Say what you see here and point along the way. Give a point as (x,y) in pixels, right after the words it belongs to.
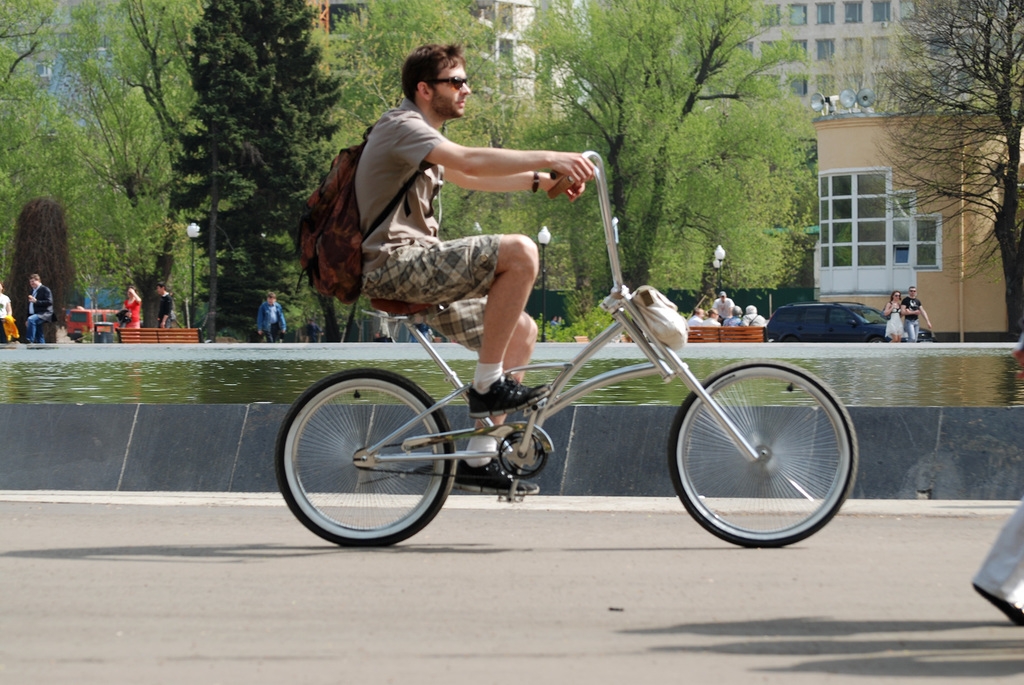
In this picture there is a boy (382,132) who is riding the bicycle (722,416) at the center of the image (367,290) and there are some trees (924,143) around the area of the image, there is a house (953,231) at the right side of the image (892,257), it seems to be a street view and there is a water pond (52,376) at the center of the image (595,369).
